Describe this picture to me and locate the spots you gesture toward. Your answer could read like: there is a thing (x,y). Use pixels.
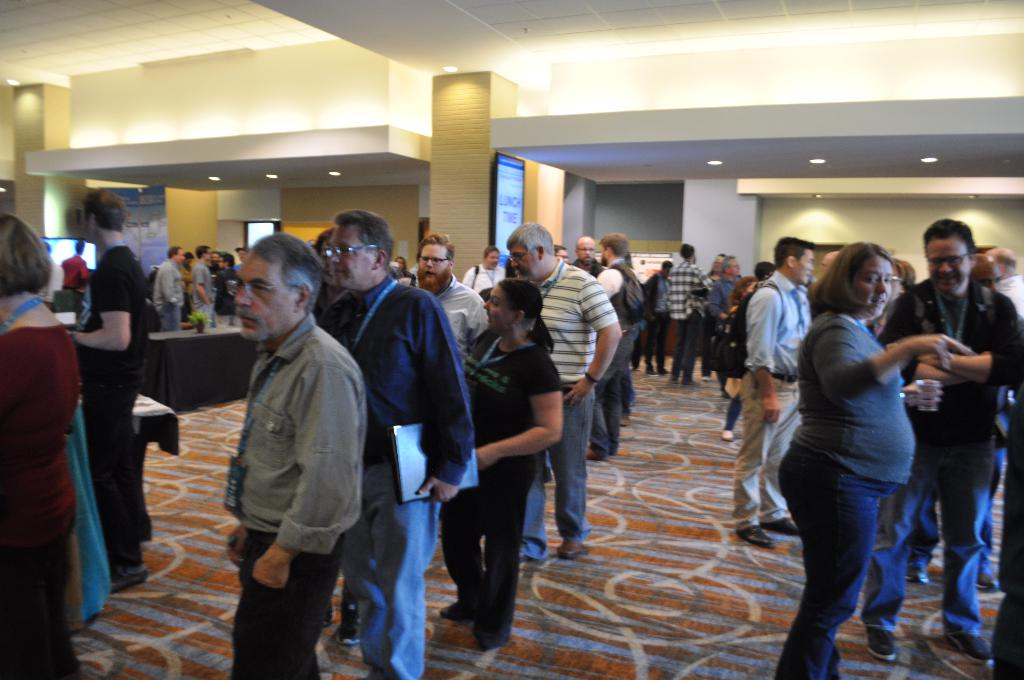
In this picture I can observe some people (431,387) standing on the floor (604,481). There are men (325,354) and women (835,554) in this picture. In the middle of the picture (505,240) I can observe a screen (493,202) fixed to the pillar (470,190). In the background (416,214) there is a wall (395,220).
